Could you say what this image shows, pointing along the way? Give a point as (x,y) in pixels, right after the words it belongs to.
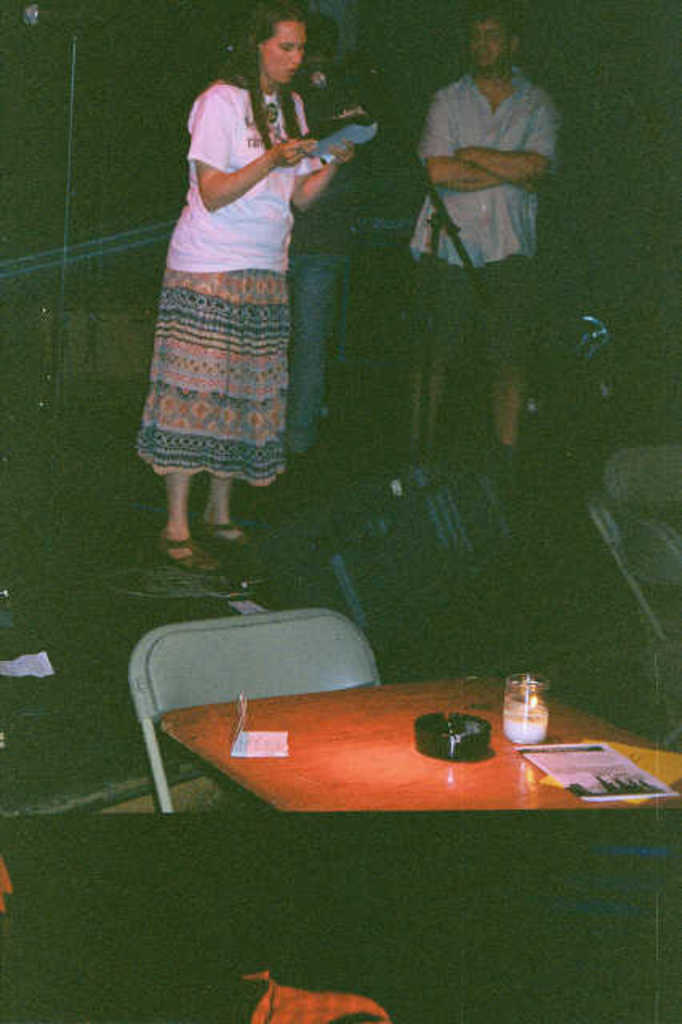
These persons (333,87) are standing. This person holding book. We can see table (423,688) and chair (302,628). On the table (519,746) we can see lamp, book (592,774), paper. There is a microphone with stand (426,325).
